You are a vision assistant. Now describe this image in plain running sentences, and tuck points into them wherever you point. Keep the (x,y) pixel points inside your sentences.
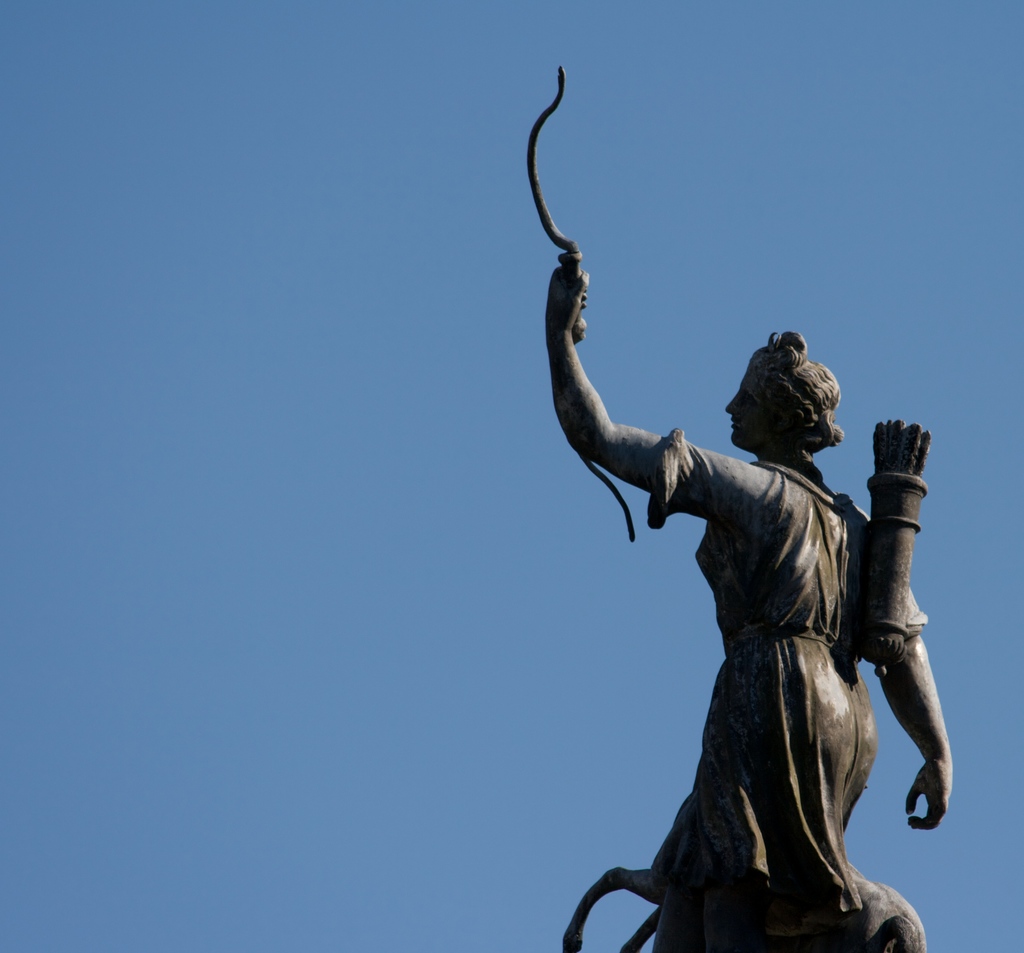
In this image we can see a sculpture of a person (702,809). Behind the sculpture (742,499), we can see the sky (214,720).
